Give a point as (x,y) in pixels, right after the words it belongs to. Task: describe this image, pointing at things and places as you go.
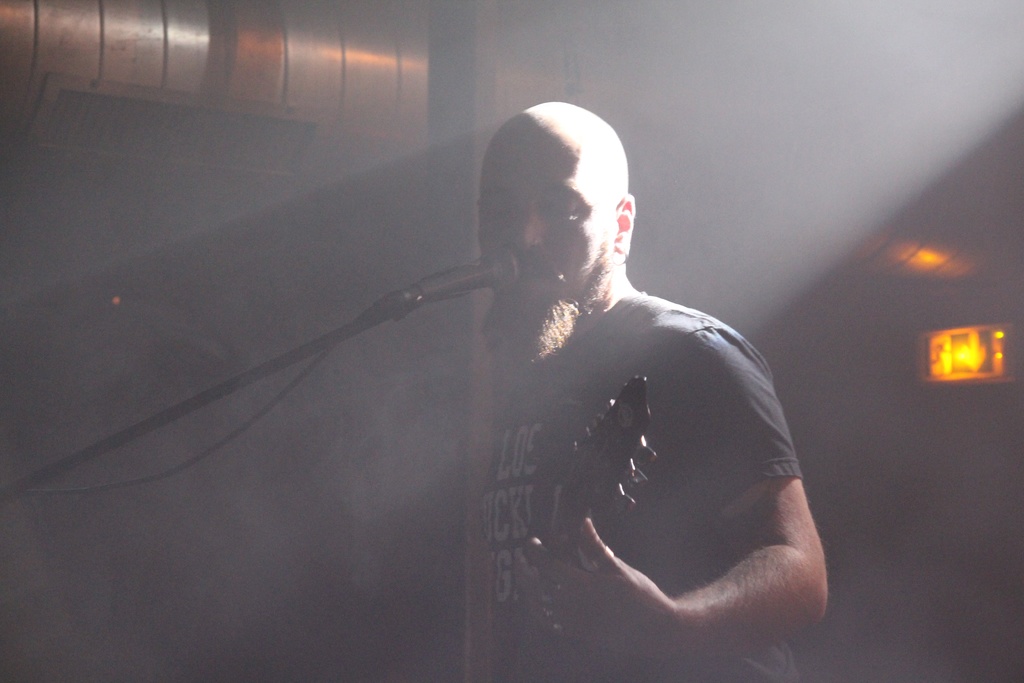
In the image in the center (616,326), we can see one person (561,448) standing and holding a guitar (622,470). In front of him, there is a microphone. In the background (458,109) there is a wall (925,392) and sign board (990,339).
